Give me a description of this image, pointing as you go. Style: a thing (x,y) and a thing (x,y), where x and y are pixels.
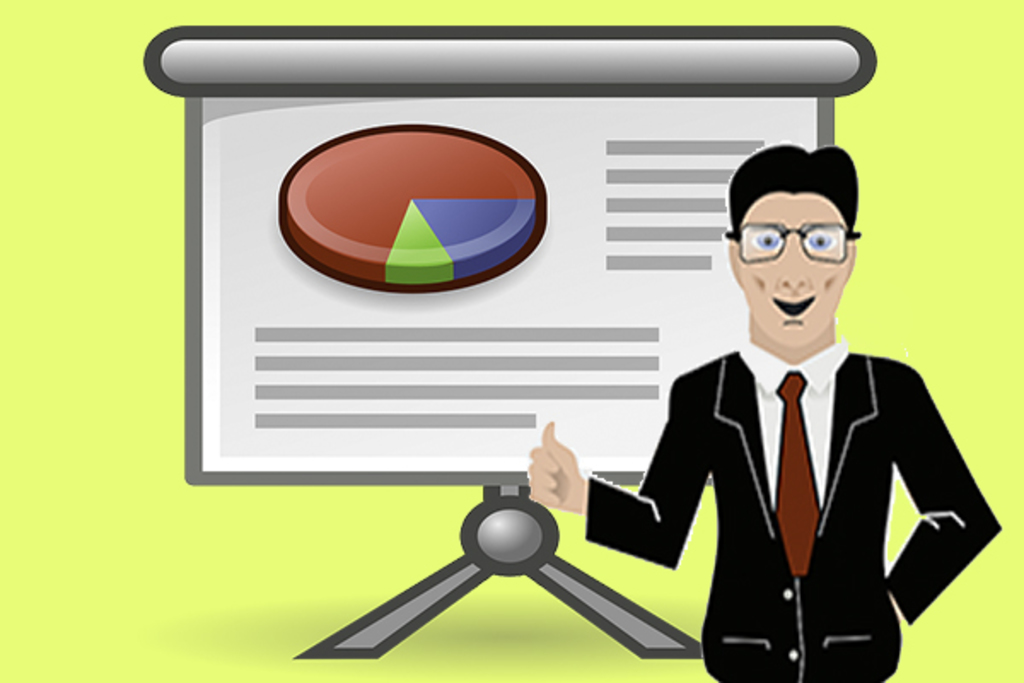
In this image I can see a person (769,305) standing and wearing black dress (845,490). Back I can see a screen (536,269) and background (80,523) is in green color.
